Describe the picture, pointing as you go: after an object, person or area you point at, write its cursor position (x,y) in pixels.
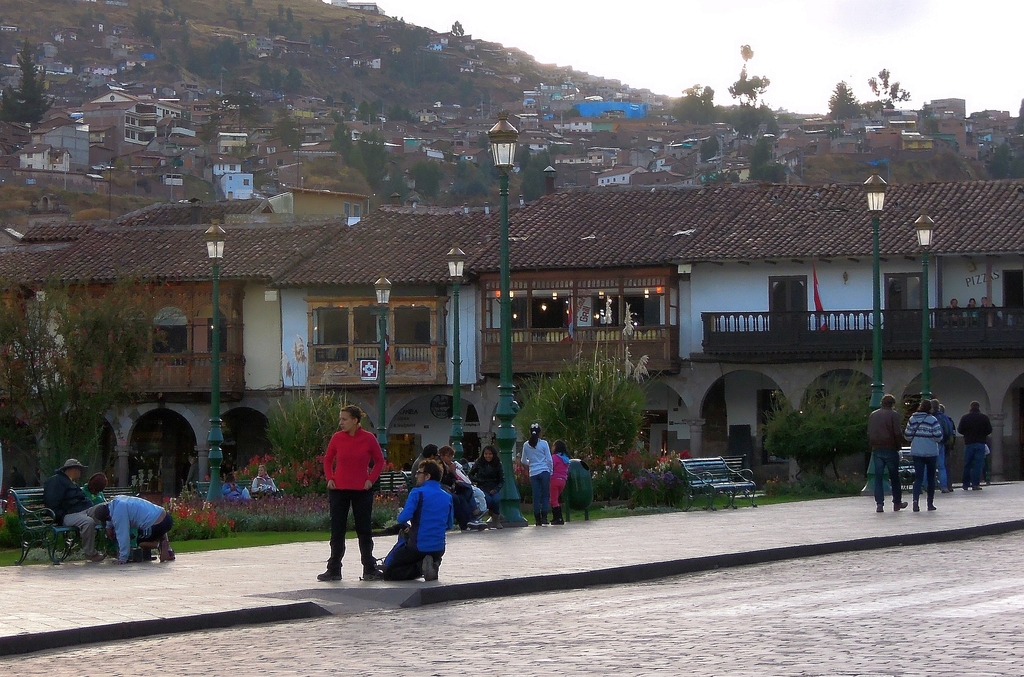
In this image I can see flowers (304,465), number of trees (34,402), number of buildings (565,244), few poles (506,225), few lights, few benches (714,462) and here I can see number of people (433,469). I can also see few are standing and few are sitting on benches (18,500).
